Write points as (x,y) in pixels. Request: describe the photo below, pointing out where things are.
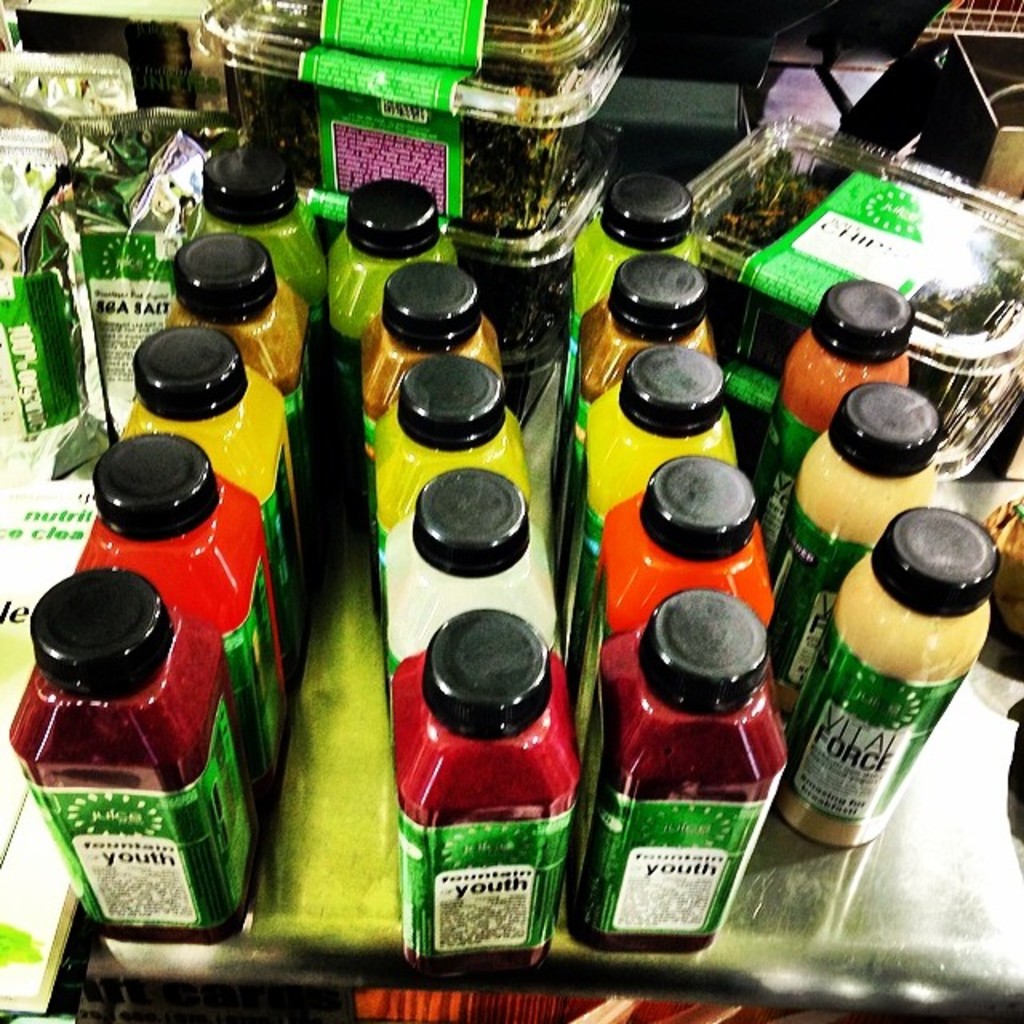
In this picture, There are some bottles (421,946) which are in red and yellow color kept on the table (944,927), There are some transparent boxes (840,240) on that there are some green color labels (386,91) pasted on the boxes (443,101).
